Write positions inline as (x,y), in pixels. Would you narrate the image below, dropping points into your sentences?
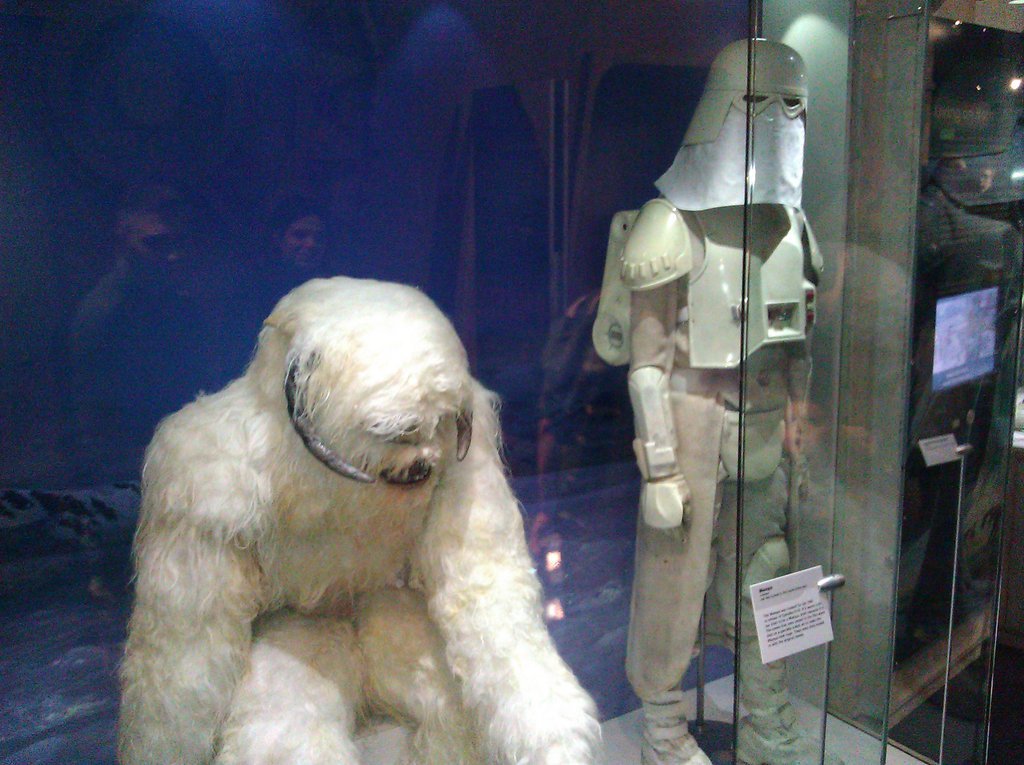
In this image I can see something behind the glass wall (880,492). Here I can see something on the glass wall (881,653).
